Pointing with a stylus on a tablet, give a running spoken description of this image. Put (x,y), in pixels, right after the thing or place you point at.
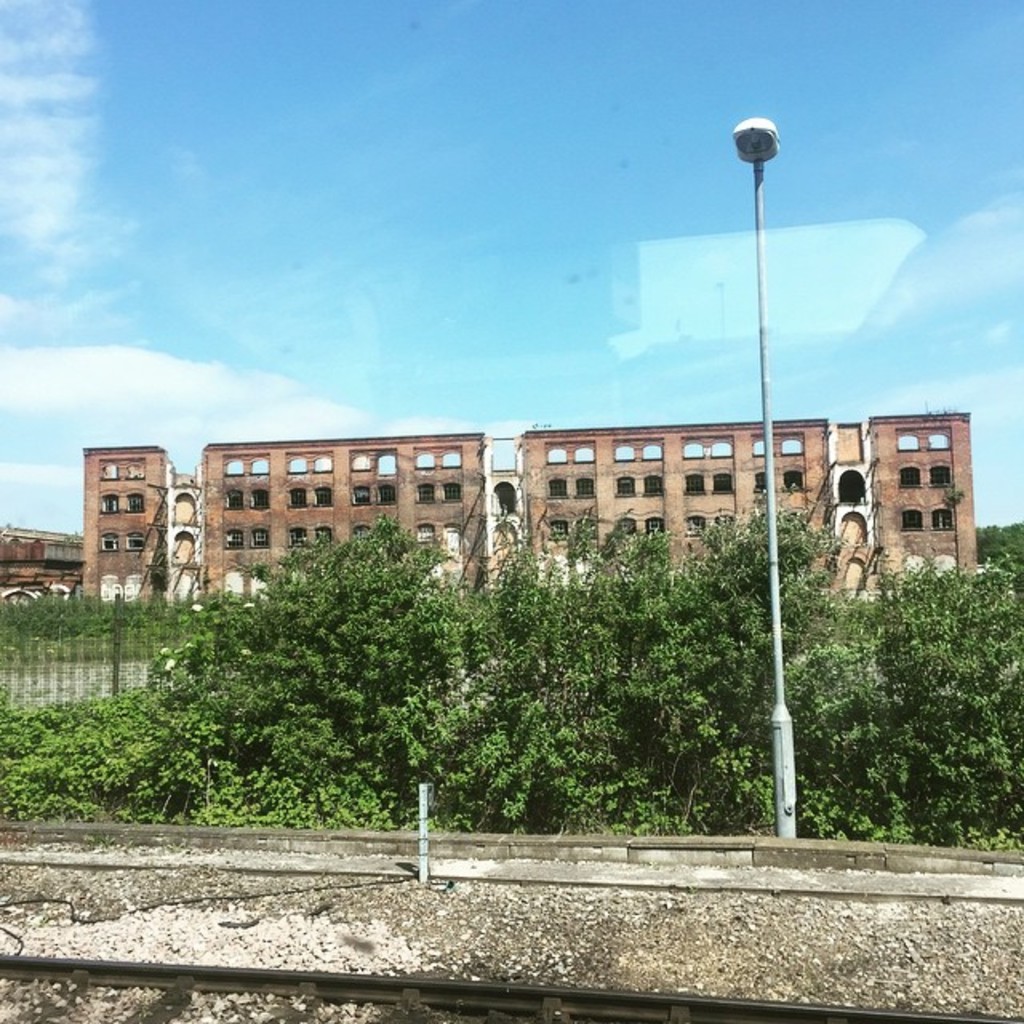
This image is taken outdoors. At the top of the image (320,225) there is the sky (560,117) with clouds (894,294). In the background (322,490) there are few buildings (530,502). In the middle of the image (361,590) there are many trees (746,594) and plants (865,601) with leaves (356,651), stems (451,639) and branches (762,677). There is a pole (786,723) with a street light (754,145). At the bottom of the image (479,951) there is a railway track (62,969) on the ground (476,926).
